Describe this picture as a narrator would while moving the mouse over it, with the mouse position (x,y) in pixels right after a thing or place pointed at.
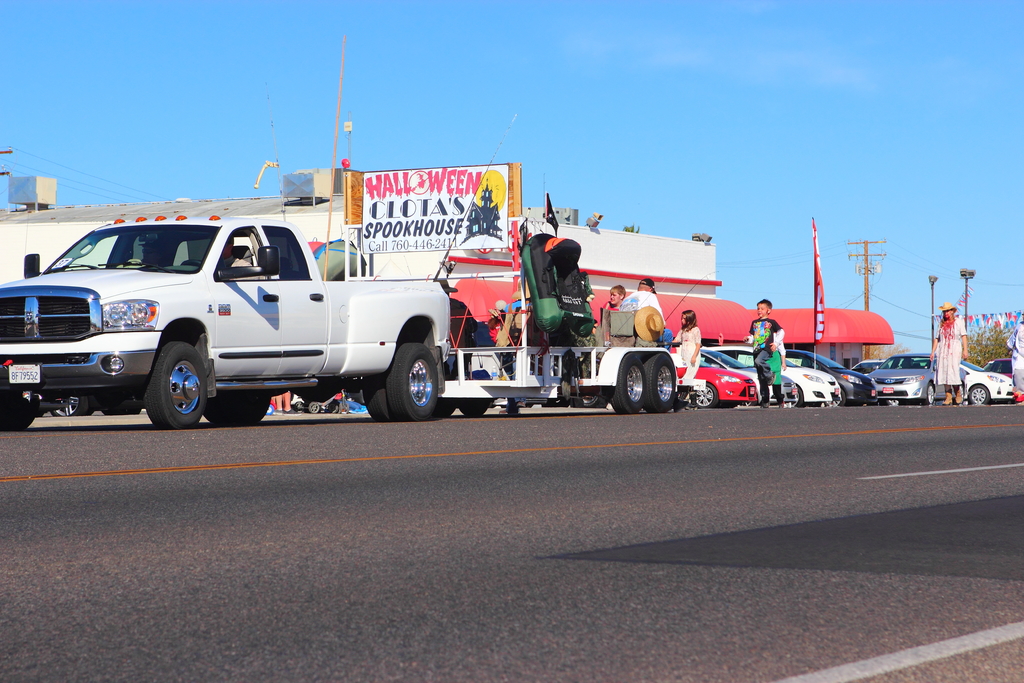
In this picture we can see few vehicles (617,366) and group of people (762,358), in the background (505,190) we can find few poles (933,316), hoardings (434,194), flags (978,321), trees (976,360) and buildings (479,260).
